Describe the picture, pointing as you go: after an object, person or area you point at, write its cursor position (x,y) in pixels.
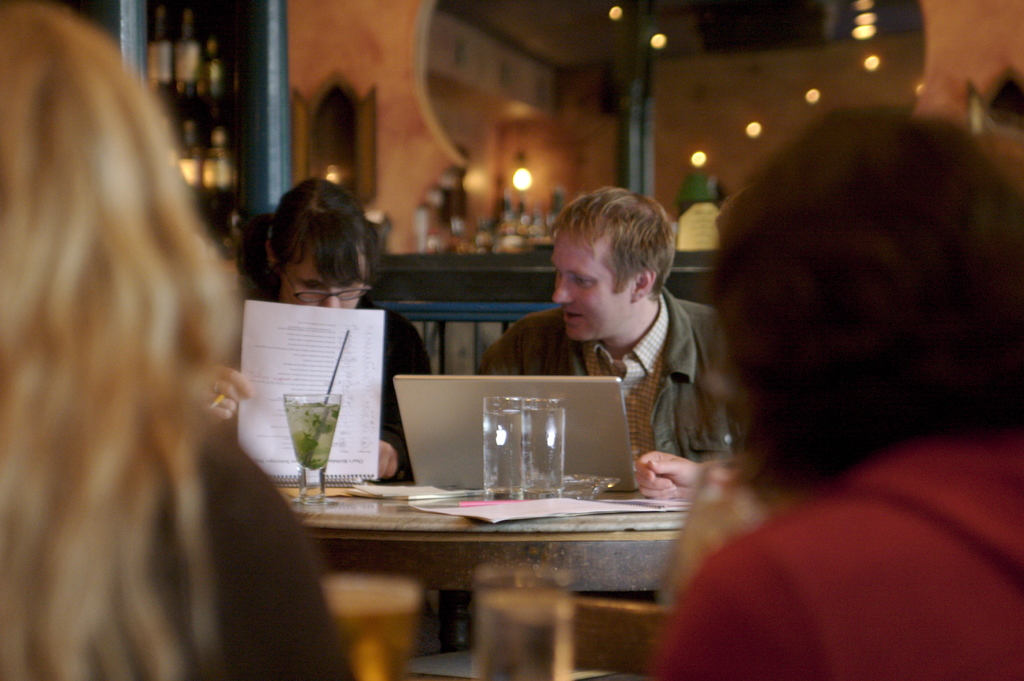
In the image we can see few persons (692,475) were sitting on the chair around the table (331,523). On table (409,538) we can see laptop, glasses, book (279,393), pen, paper (520,516) etc. In the background (500,104) there is a wall (382,77), light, table (499,266), bottles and window (325,121).
